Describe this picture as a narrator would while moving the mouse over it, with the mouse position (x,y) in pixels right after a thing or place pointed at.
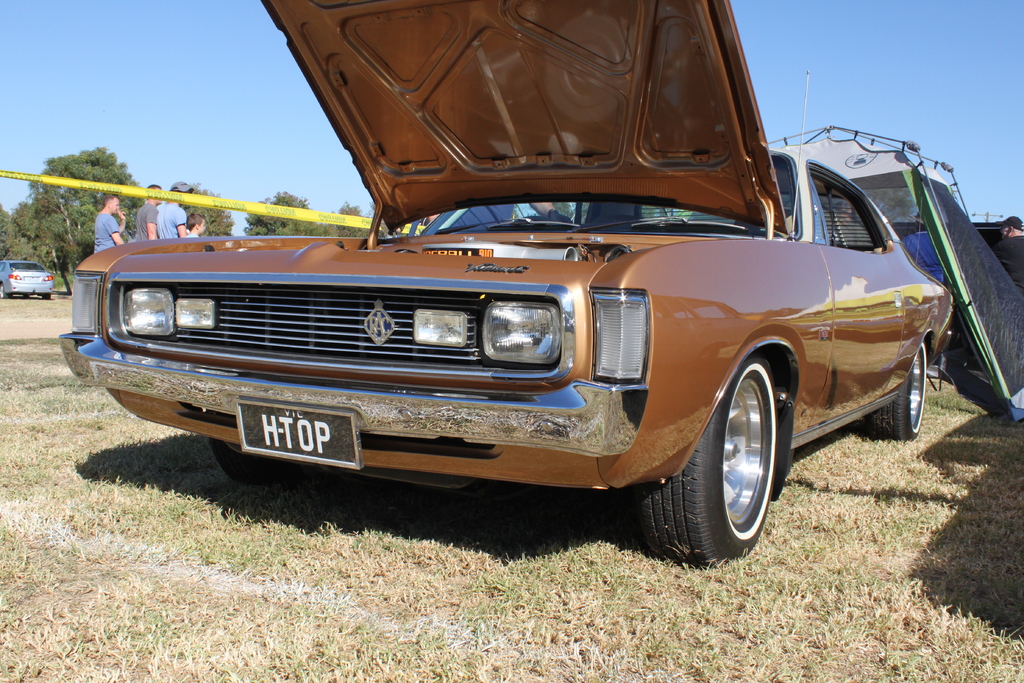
In this picture there is a car (786,327) which is near to the yellow color cloth (54,181). On the right (1019,280) there is a man (1020,266) who is wearing cap (1017,228) and black t-shirt (1016,249). He is standing near to the tent (924,219). On the left (181,236) we can see group of persons (197,233). On the left (6,265) background (21,293) we can see another car (39,285) which is parked near to the trees (49,210). On the top right (845,68) there is a sky (943,47).
